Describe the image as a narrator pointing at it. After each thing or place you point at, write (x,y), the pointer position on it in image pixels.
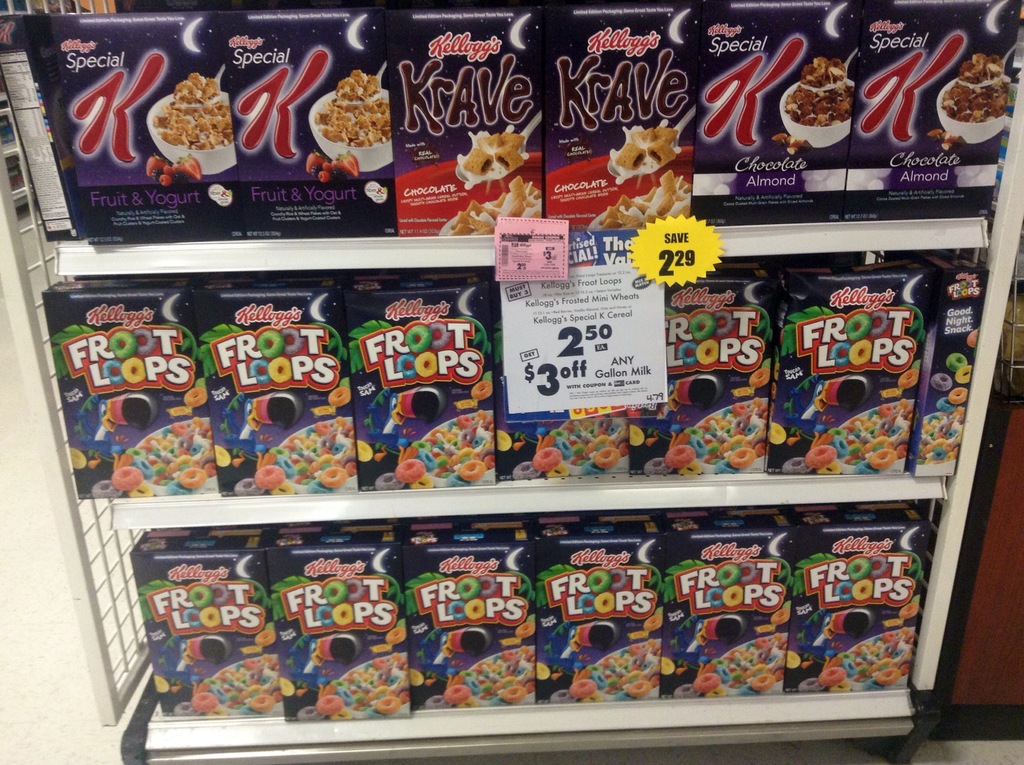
In this image there are racks (464,259) in which there are boxes (587,453). In the middle of the racks (581,265) there is a price tag (566,313) which is sticked to it. On the left side (47,397) there is a grill (27,234). There are so many boxes (819,94) in the racks (891,237).
